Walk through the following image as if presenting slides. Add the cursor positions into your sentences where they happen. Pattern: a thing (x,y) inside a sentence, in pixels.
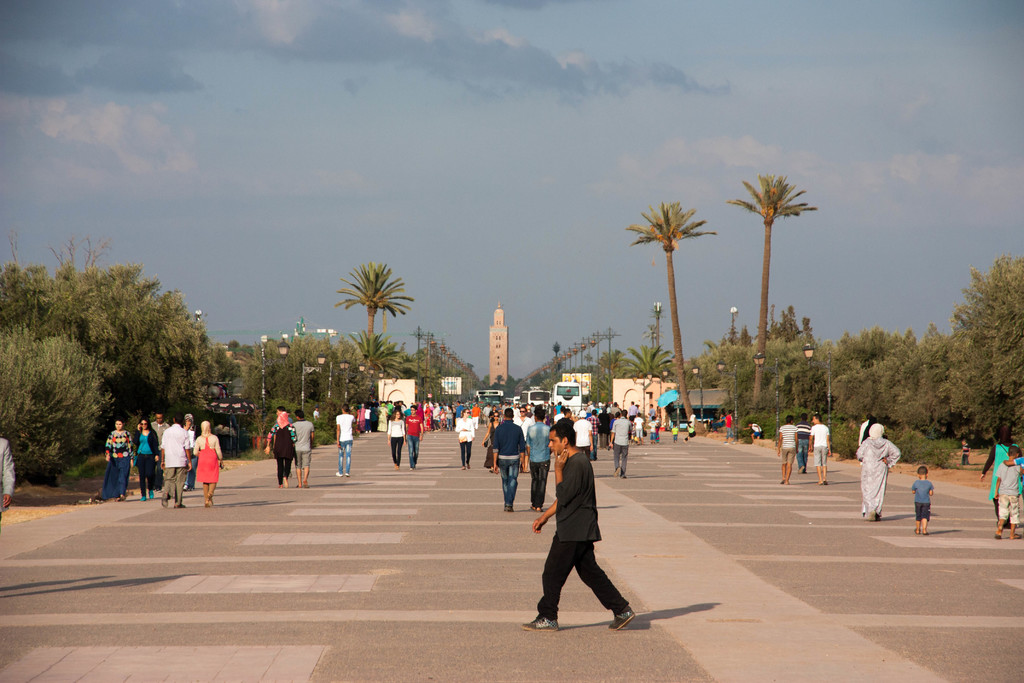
In this picture there are people (285,432) in the center of the image (670,409) and there are buses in the center of the image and there are trees (662,361) and poles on the right (776,355) and left side of the image (293,339), it seems to be a road side view.
